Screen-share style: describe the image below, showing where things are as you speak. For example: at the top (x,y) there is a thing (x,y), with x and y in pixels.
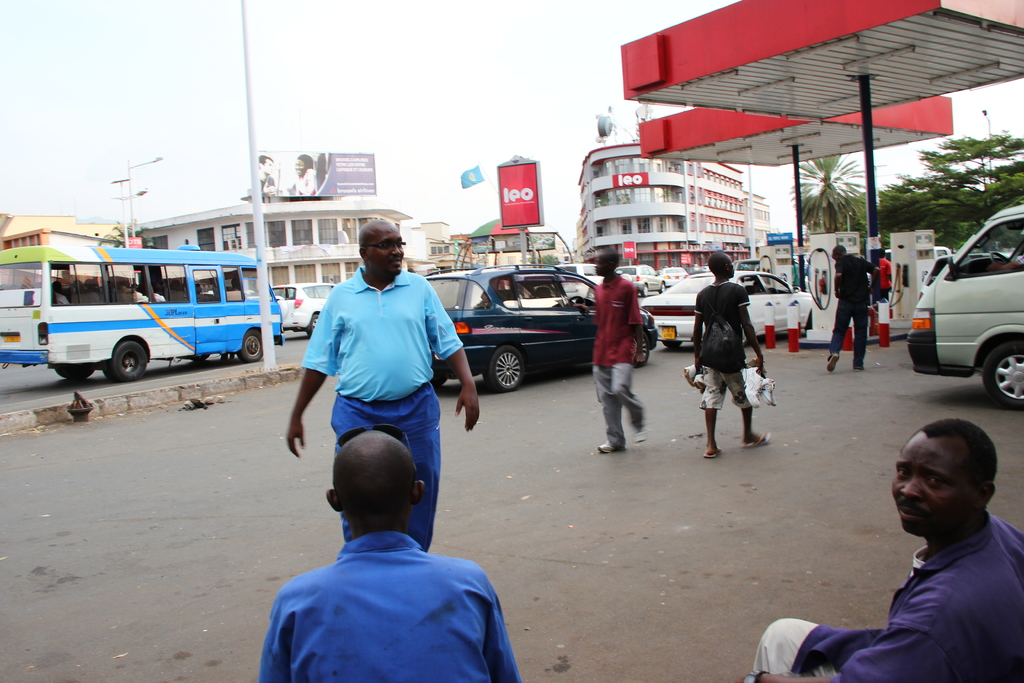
We can see people (711,269) and few people (358,294) are walking and we can see vehicles (532,359) on the road (236,465). Background (402,150) we can see buildings (228,235), lights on poles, trees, hoardings (528,182) and sky (415,113).
